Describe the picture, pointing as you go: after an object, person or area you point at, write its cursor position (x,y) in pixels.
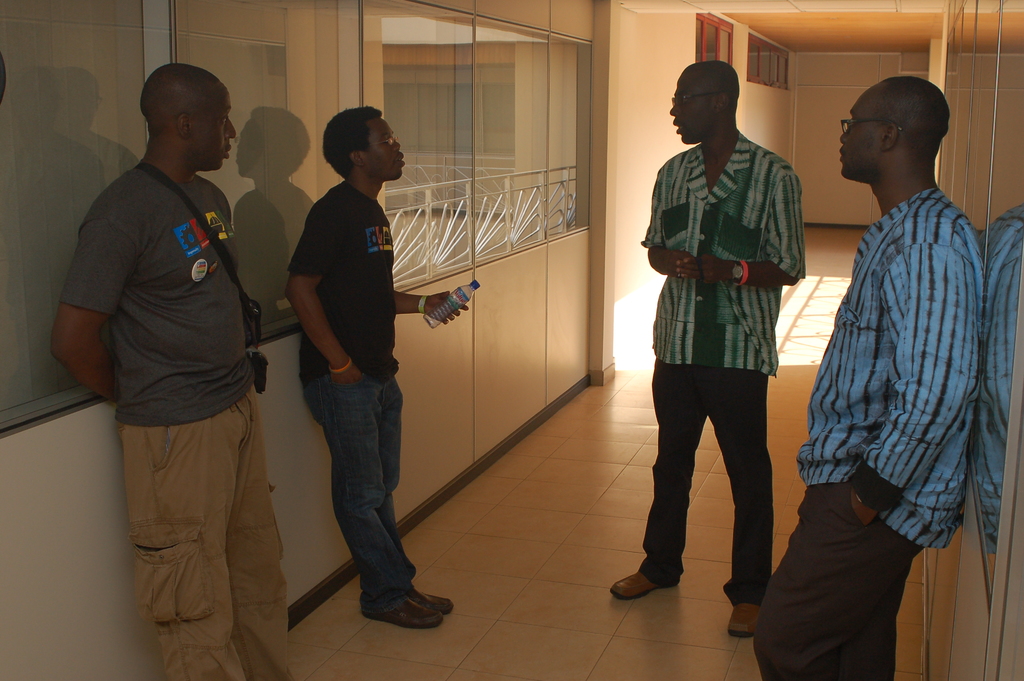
In this image there are four men (869,440) standing on the floor (649,598) by looking at each other. The man (372,312) on the left side (313,312) is holding the bottle (460,302). Behind them there is a wall (461,276). It looks like they are standing in the corridor (608,430) which is closed at the top (743,23).
